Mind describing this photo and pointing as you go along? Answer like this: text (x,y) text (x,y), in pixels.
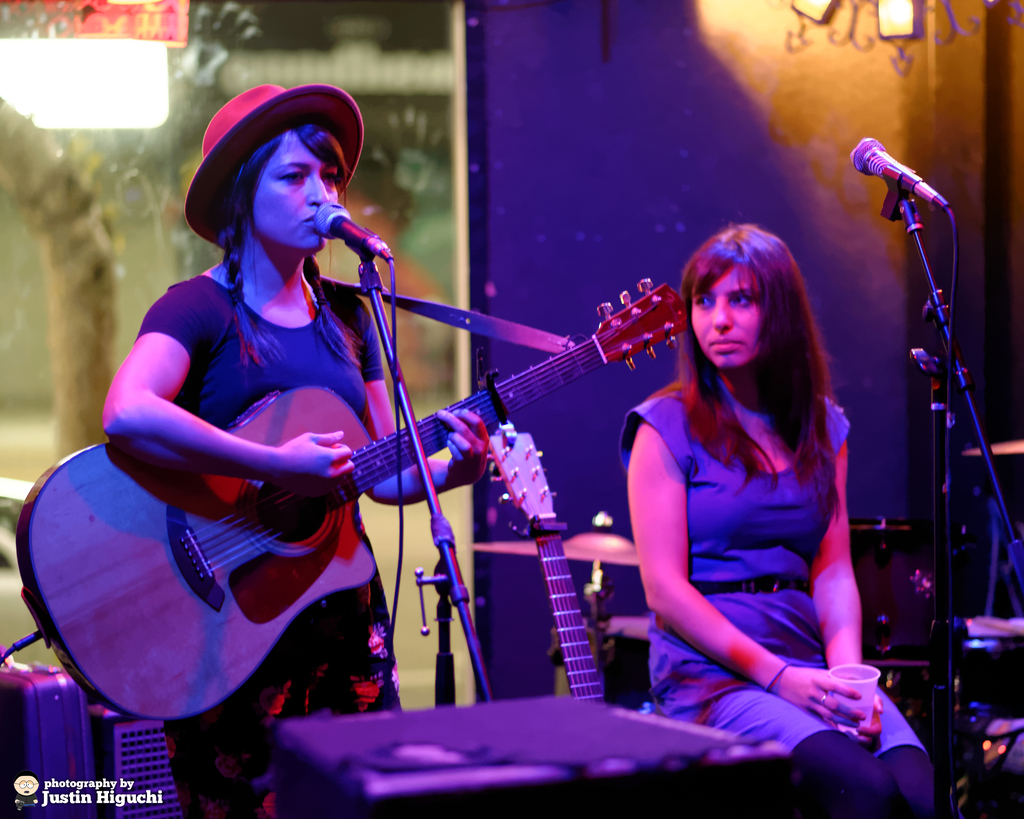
In this image we can see two women (648,551). One woman (276,347) is wearing a hat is holding a guitar (388,442) in her hands (344,457). One woman (767,501) is holding a glass (872,676) in her hands (872,734). In the foreground (598,723) we can see microphones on stands (893,202), a group of musical instruments (567,634), speakers (659,782). In the background (997,406), we can see some lights (912,26) on wall (629,170) and, glass door (133,183). In the bottom (87,788) we can see some text (80,801).
